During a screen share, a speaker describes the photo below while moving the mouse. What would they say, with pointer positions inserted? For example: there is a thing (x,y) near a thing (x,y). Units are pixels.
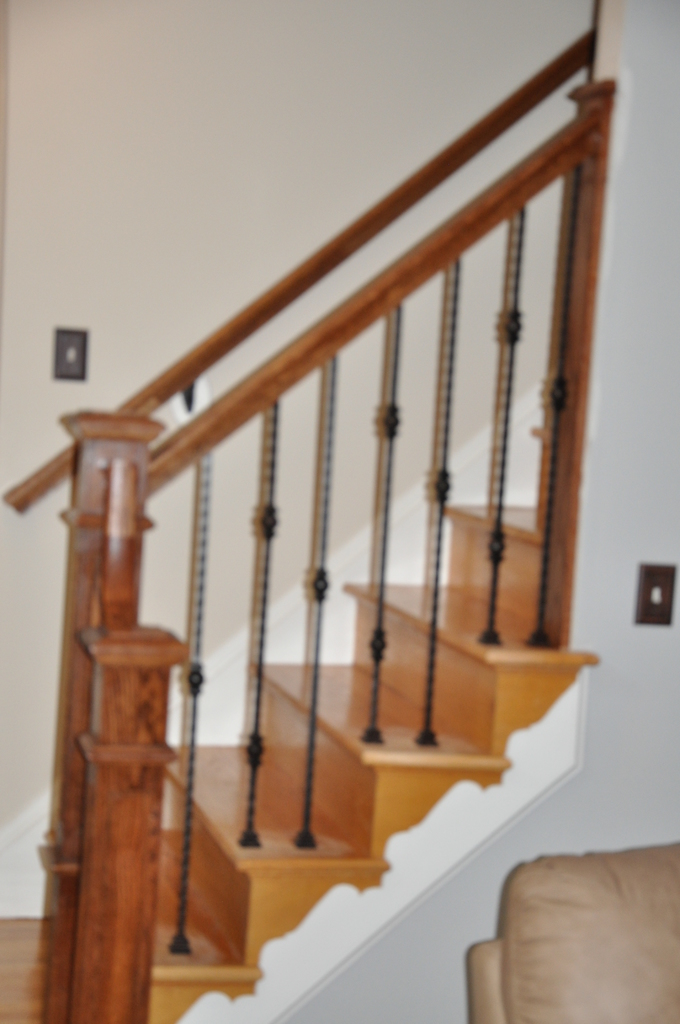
It is a staircase (340,720) which is in brown color and this is the wall (219,112).
